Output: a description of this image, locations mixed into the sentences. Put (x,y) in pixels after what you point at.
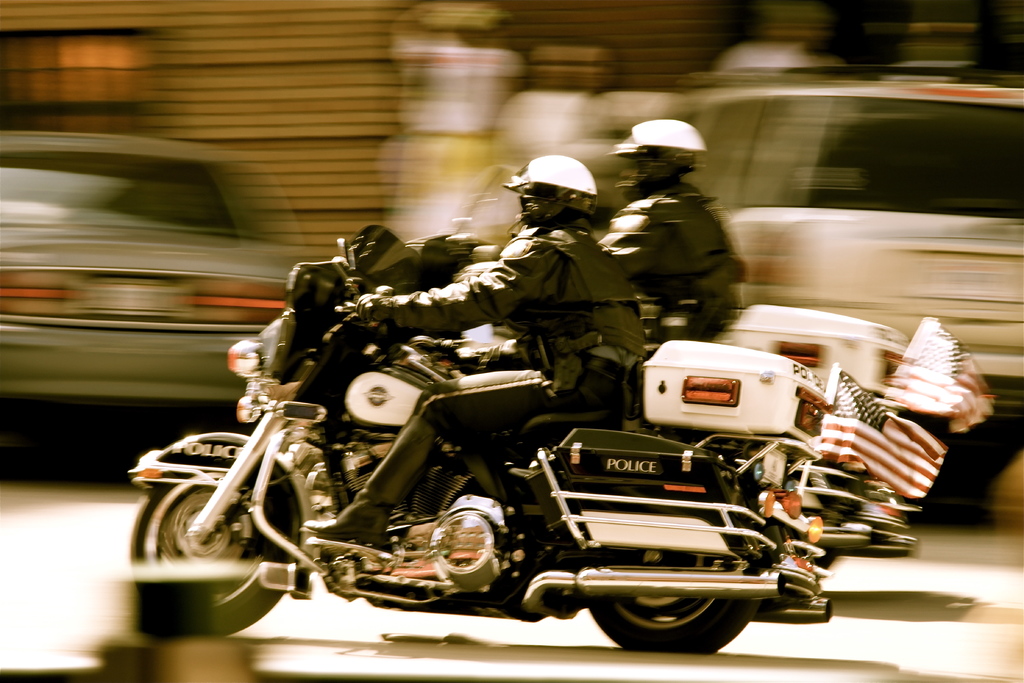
In the image we can see two people (558,383) wearing clothes (431,410), gloves (391,312), shoes (359,513) and helmet (580,185) and they are riding on the motorbike (542,553). Here we can see two flags (863,444) of the country. In the background (224,252), we can see vehicles (746,258) and the background (182,207) is blurred.
